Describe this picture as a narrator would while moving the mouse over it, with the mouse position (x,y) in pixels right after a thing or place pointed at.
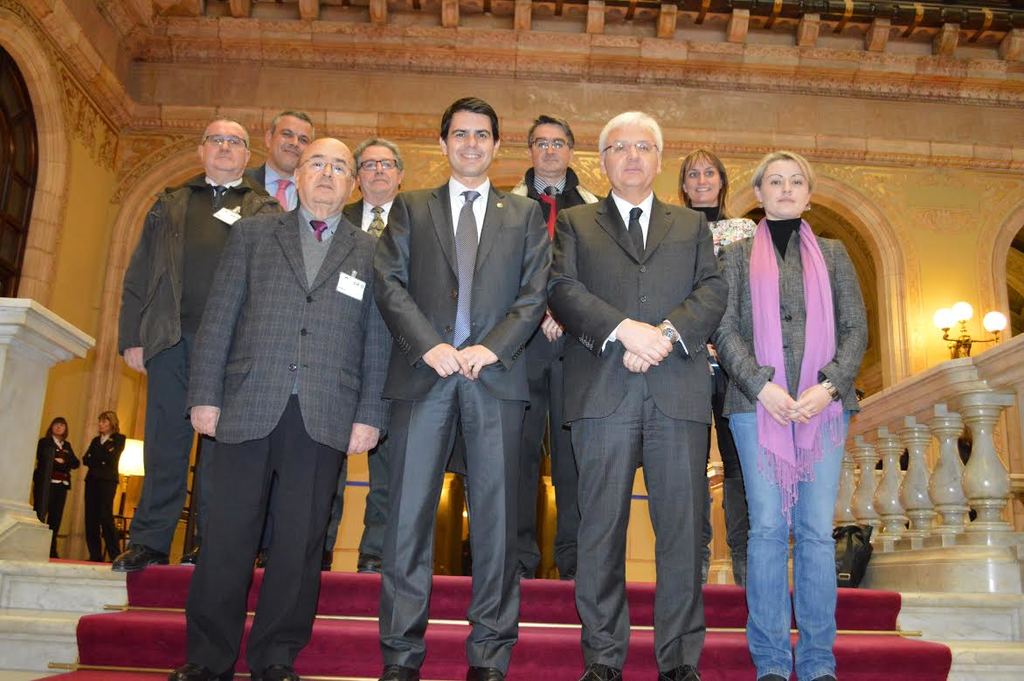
In this picture I can see four person (648,327) were standing on the stairs (720,658). Behind them I can see five person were standing on the red carpet (562,599). Beside them I can see the concrete railing (934,413). On the left (98,447) there are two women (54,455) were standing near to the lamp (130,476) and table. In the back (882,270) I can see the monument (898,311). In the top right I can see some lights (962,303) which are placed on the wall (961,275).
